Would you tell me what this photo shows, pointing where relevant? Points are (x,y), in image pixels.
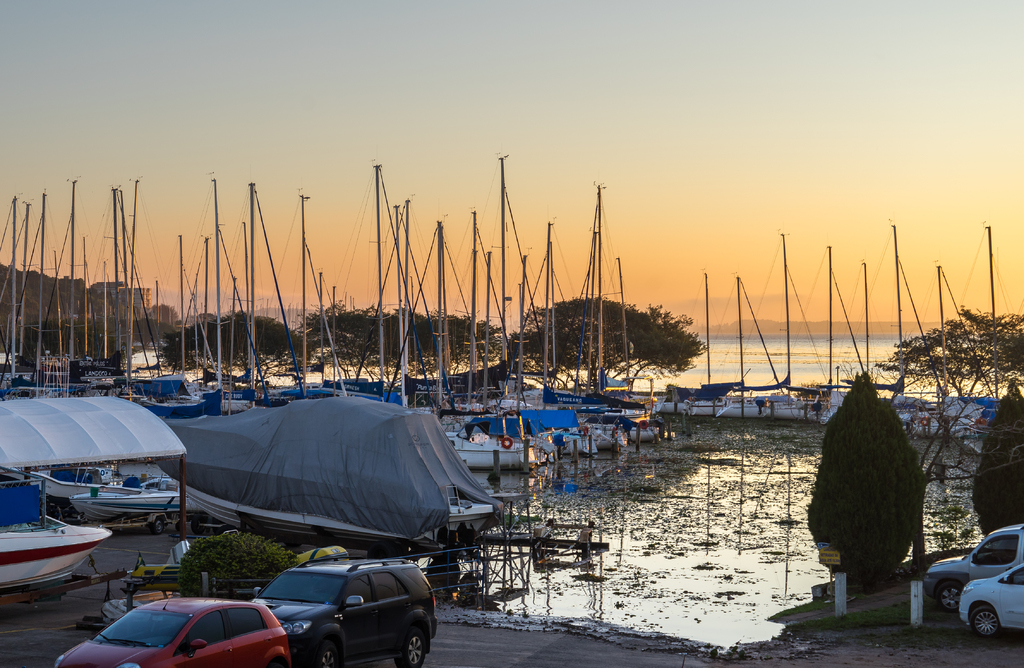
In the image we can see there are many boats (636,421) in the water (648,510). There are poles (303,204) and many vehicles (979,557). Here we can see trees (623,349), grass (851,627) and a sky (783,153).
